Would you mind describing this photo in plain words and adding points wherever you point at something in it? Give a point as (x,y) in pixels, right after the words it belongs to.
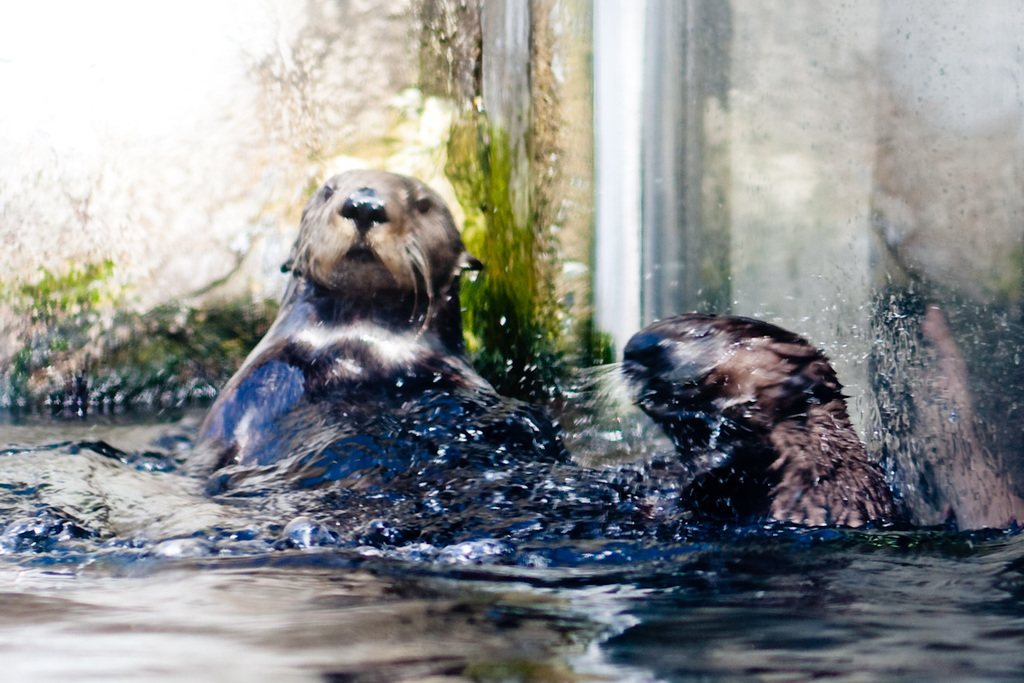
In this image, we can see animals (281,394) in the water (368,595).
